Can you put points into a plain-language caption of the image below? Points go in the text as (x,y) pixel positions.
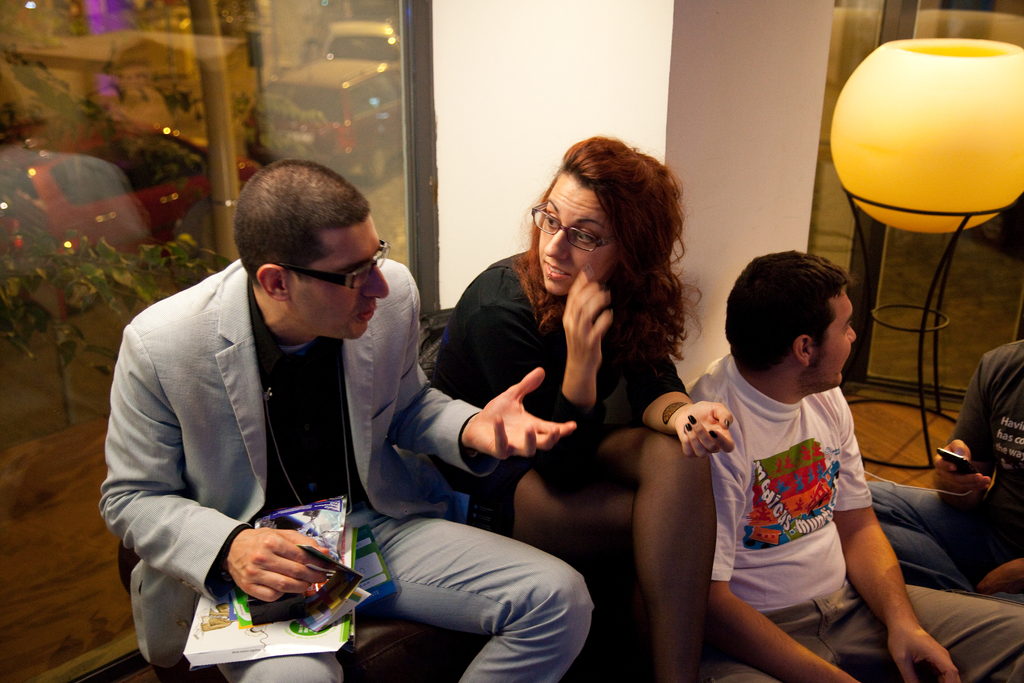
In this image I can see in the middle (435,408) a woman (598,411) and a man (424,471) are sitting and talking each other, on the right side (821,428) two persons (862,544) are sitting on the floor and there is a light (913,176). On the left side (199,141) there is a glass wall (195,201), outside this wall (252,30) there are vehicles (165,200) on the road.
